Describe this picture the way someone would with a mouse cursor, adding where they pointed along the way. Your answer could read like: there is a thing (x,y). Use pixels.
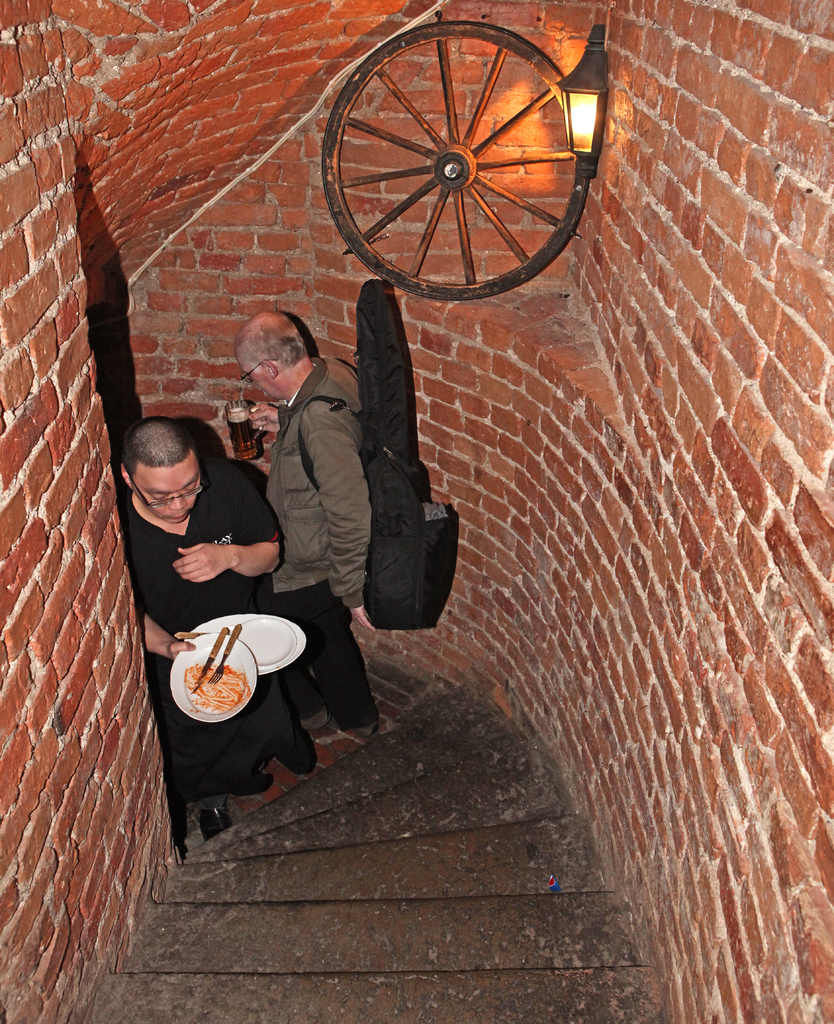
In this image I can see two people (219,587) with grey and black color dresses (262,528). I can see one person (293,538) wearing the bag (385,438) and holding the glass (239,428) and an another person (154,635) holding the plates (203,709) and there is a fork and knife (215,645) on it. I can see the wheel (565,156) and the light (572,146) to the brown color brick wall (591,584).
